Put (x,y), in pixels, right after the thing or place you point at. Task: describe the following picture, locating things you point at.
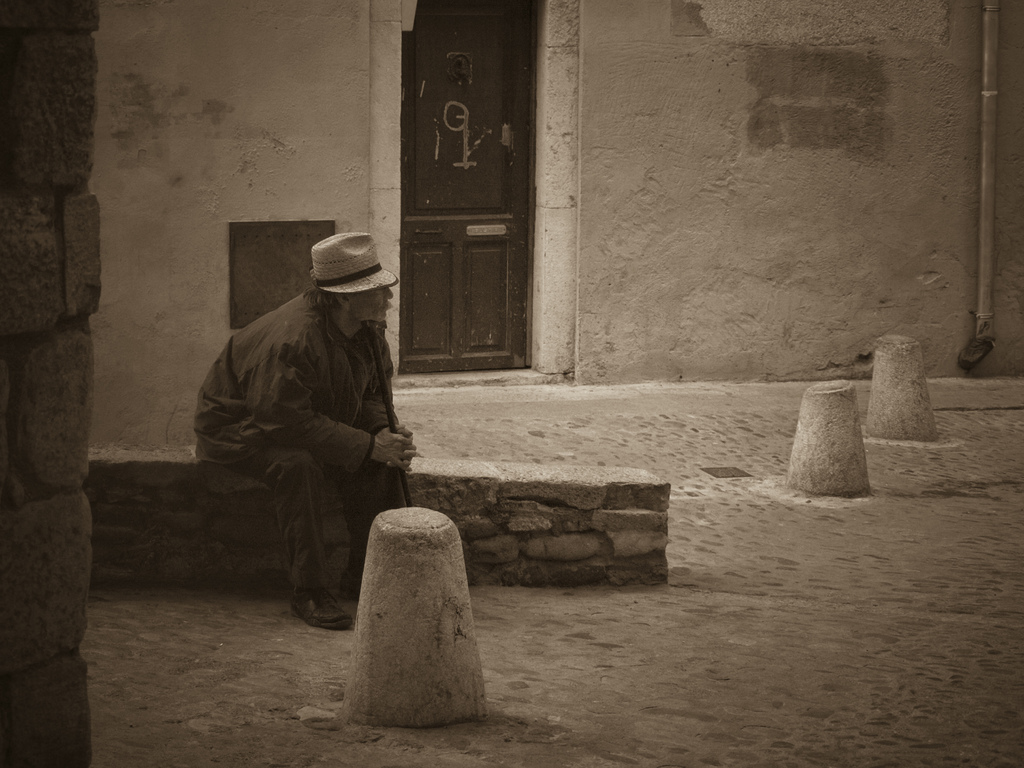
In this picture we can see a man (322,431) is seated and he wore a cap (338,267), in the background (532,315) we can see a door (468,291) and a pipe (985,166) on the wall (799,220).
